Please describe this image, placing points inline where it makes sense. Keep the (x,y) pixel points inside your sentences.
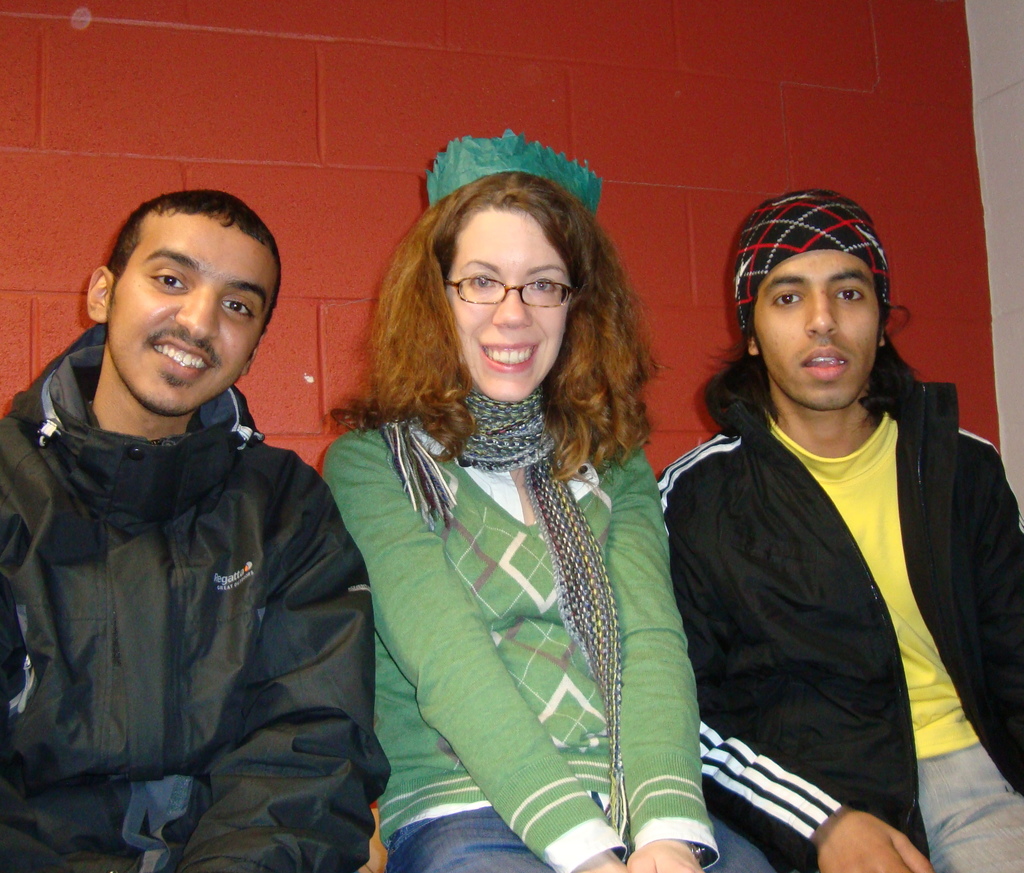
In this picture we can see three people (389,478), they are sitting, behind them we can see a red color wall (341,143).
